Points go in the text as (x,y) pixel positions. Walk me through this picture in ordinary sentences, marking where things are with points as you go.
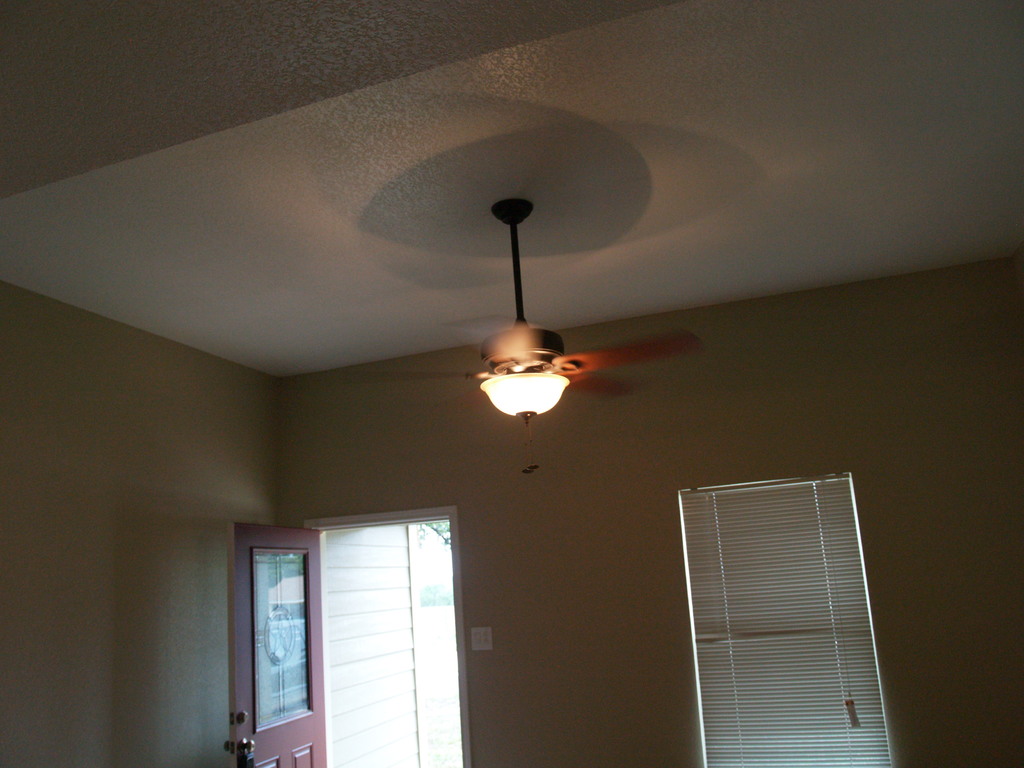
In this picture I can observe a fan (555,352) fixed to the ceiling (494,223). There is a light (515,398) in the middle of the picture (517,395). In the background (314,584) I can observe a door (314,642) and a wall (579,588).
